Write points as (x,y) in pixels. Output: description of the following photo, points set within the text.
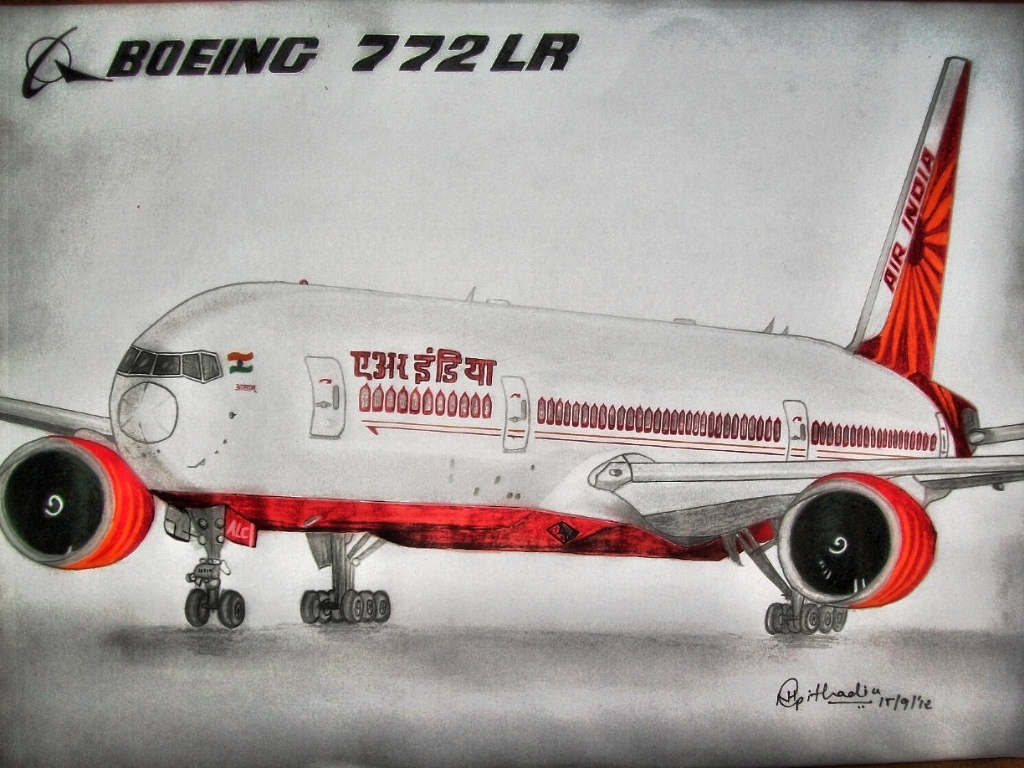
In this picture can see an aircraft (320,440). There is a watermark (563,38) on top (422,50). We can see a text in the bottom right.
